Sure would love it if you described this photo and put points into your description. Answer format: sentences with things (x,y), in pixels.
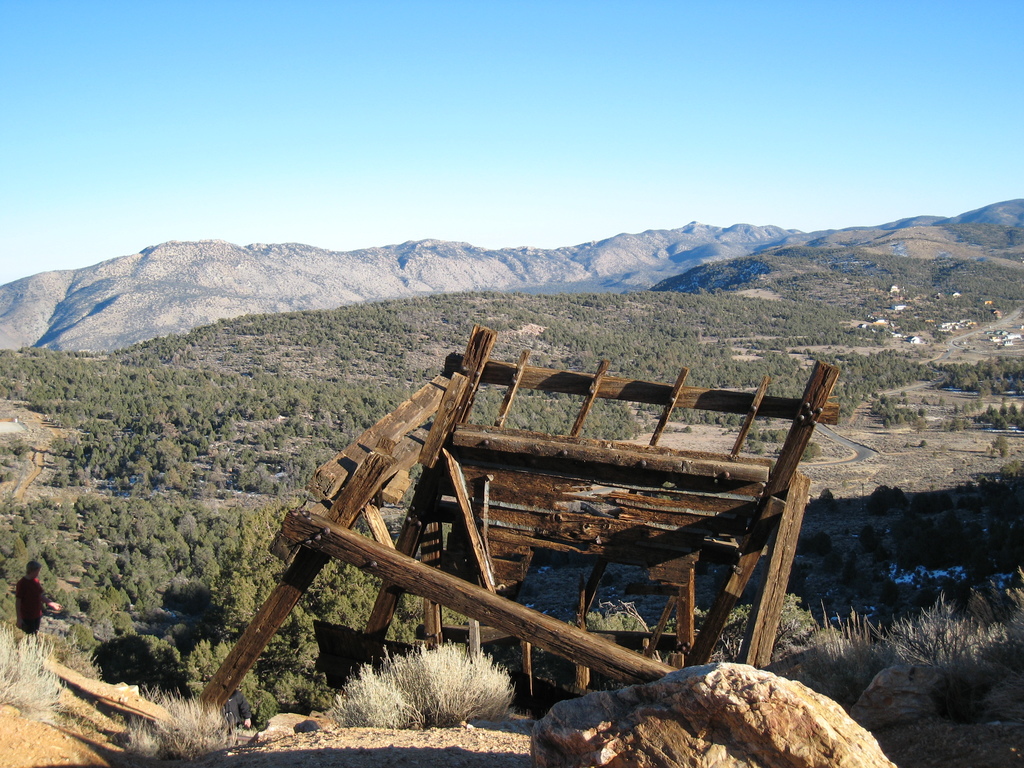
In this image, there are a few hills (575,344), plants (253,580). We can also see some grass (25,654), a person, a wooden object (820,390) and the rock (851,718). We can also see the sky (825,49).
